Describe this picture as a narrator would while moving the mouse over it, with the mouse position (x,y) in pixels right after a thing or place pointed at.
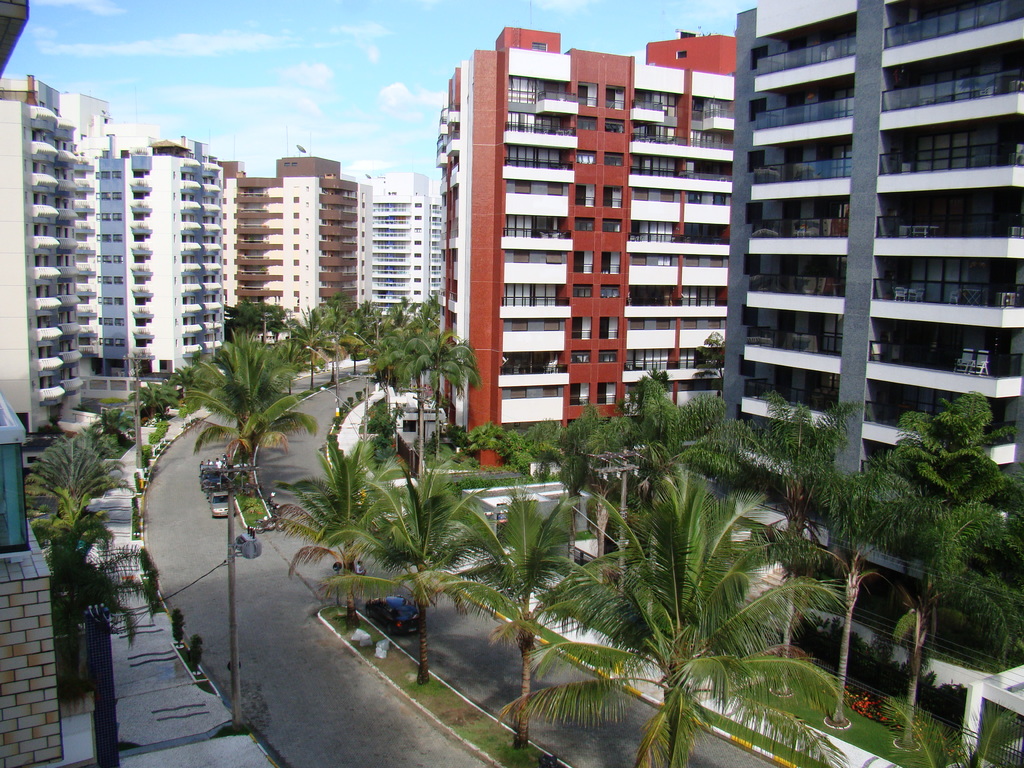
This is an outside image in this image we could see some buildings (510,297) trees (562,556), at the bottom (389,719) there is a road (172,494). On the road (196,512) there are some vehicles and also there is grass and footpath (144,676), on the top of the image (199,57) there is sky (207,65).
